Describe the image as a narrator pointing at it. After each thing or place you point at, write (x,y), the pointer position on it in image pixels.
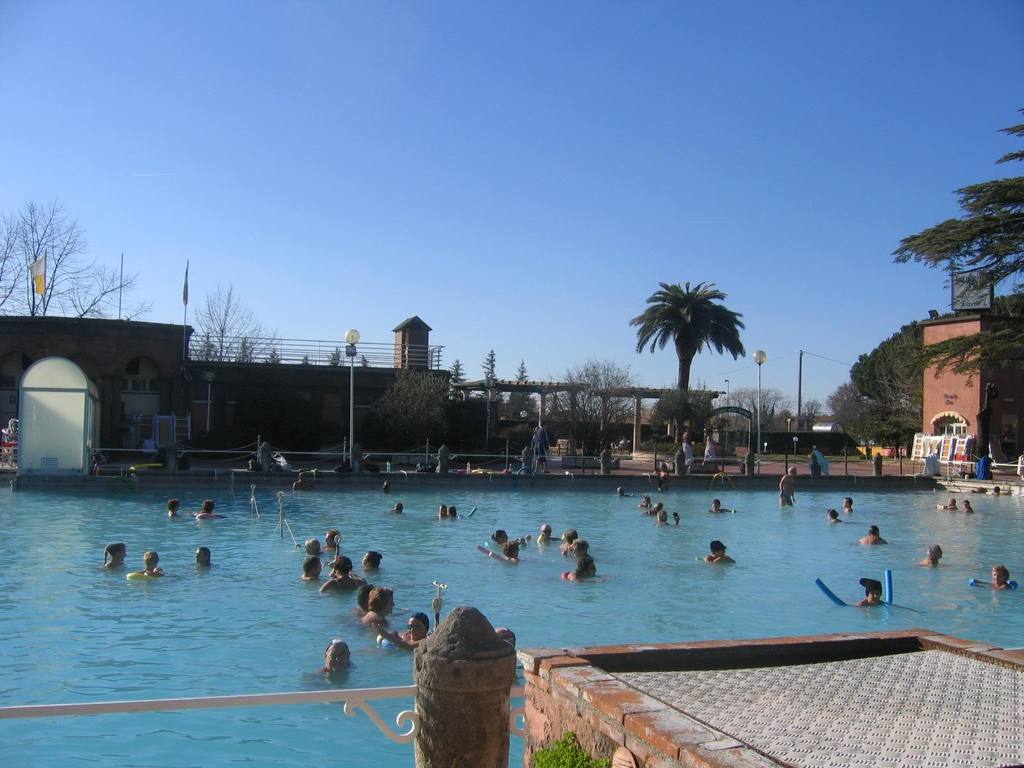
In this picture I can see so many people (377,628) are in the water (508,602), beside the water (246,527) we can see trees (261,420), buildings (966,393), poles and chairs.
